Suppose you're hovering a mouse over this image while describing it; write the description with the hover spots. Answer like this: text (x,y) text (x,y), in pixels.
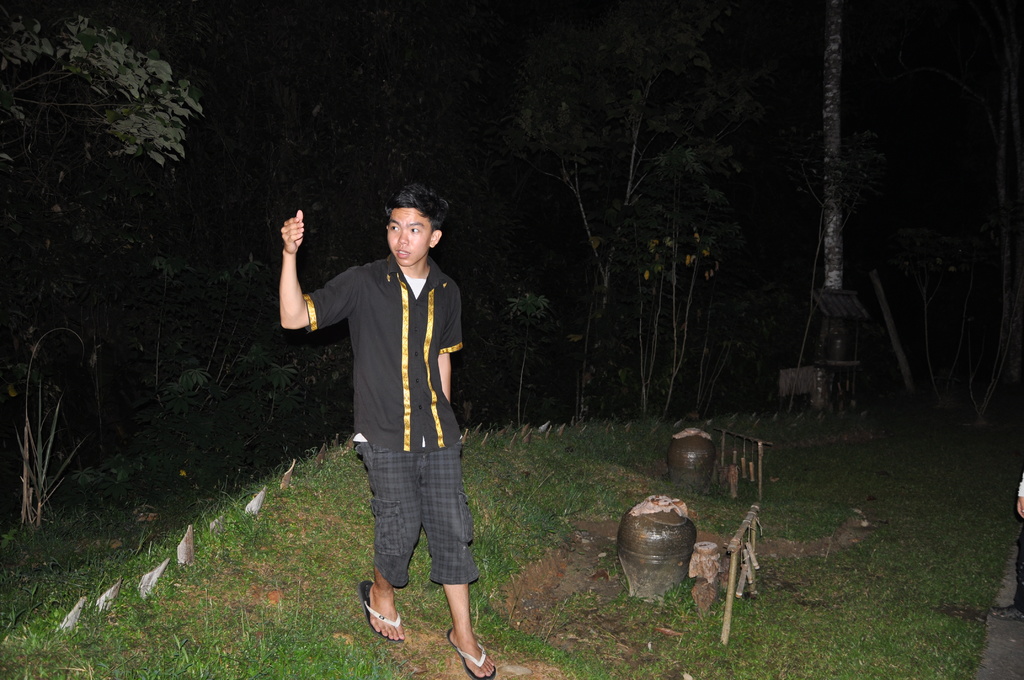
In this image in the front (423,398) there is a person (409,383) walking. In the center (592,448) there is grass (564,487) on the ground (564,487) and there are objects (702,550). In the background (663,291) there are trees (683,207) and there is a pole (839,273).
